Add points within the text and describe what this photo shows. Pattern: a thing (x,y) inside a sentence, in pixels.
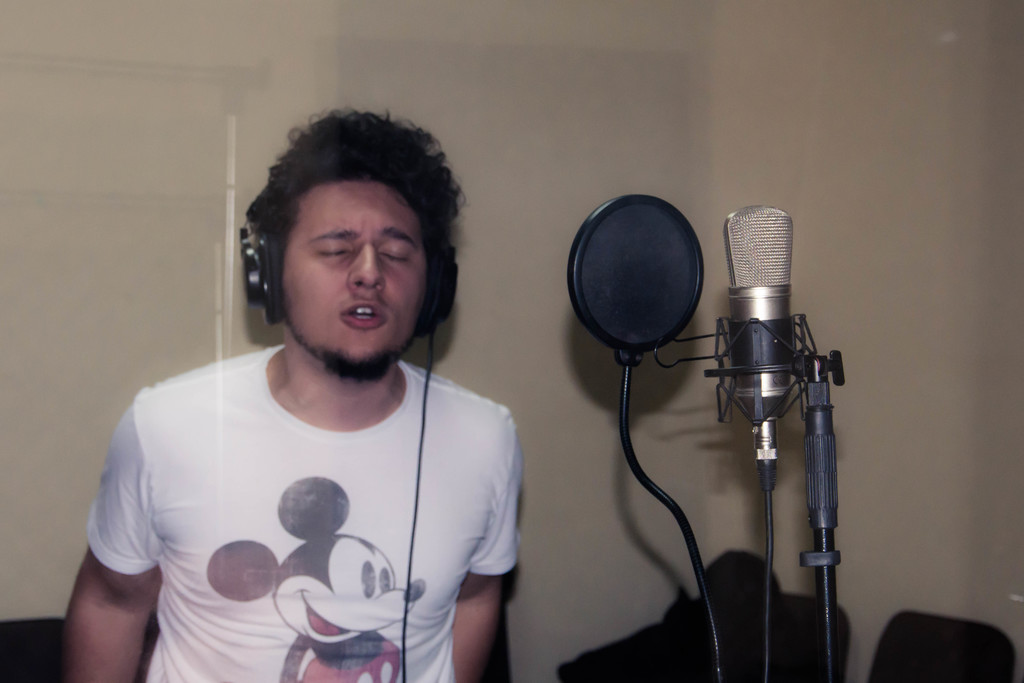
In the center of the image (449,246) we can see person (317,204) standing and wearing headset (258,264). On the right side of the image (744,331) we can see mic (762,362). In the background (543,97) there is wall (267,62).
